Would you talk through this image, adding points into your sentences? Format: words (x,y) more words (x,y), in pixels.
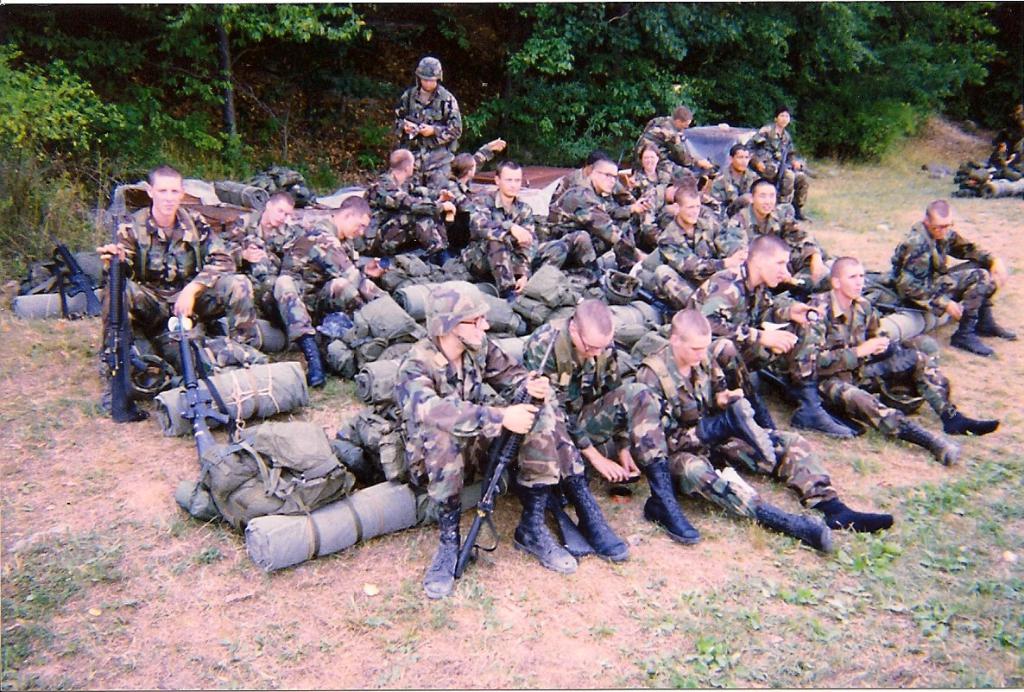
In this image we can see group of people (659,279), bags (364,382), and guns (524,387) on the ground (102,462). In the background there are trees (803,96).
